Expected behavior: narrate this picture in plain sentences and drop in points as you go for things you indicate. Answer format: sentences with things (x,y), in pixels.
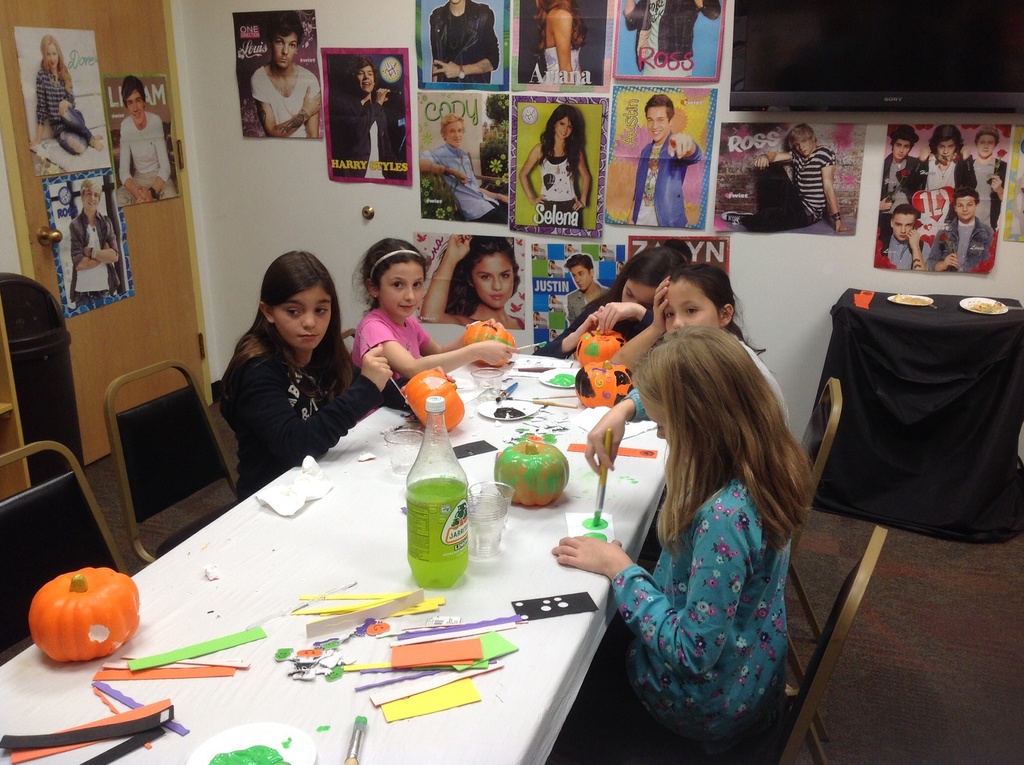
In this picture there is a table (342,540) in the center of the image (545,506), on which there are color papers (451,697), a bottle (454,543), and toy pumpkins (543,486), there are girls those who are sitting around the table (543,618) and there are posters (336,119) on the wall (185,99) and on the door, there is a table (896,381) in the background area of the image (876,380).
